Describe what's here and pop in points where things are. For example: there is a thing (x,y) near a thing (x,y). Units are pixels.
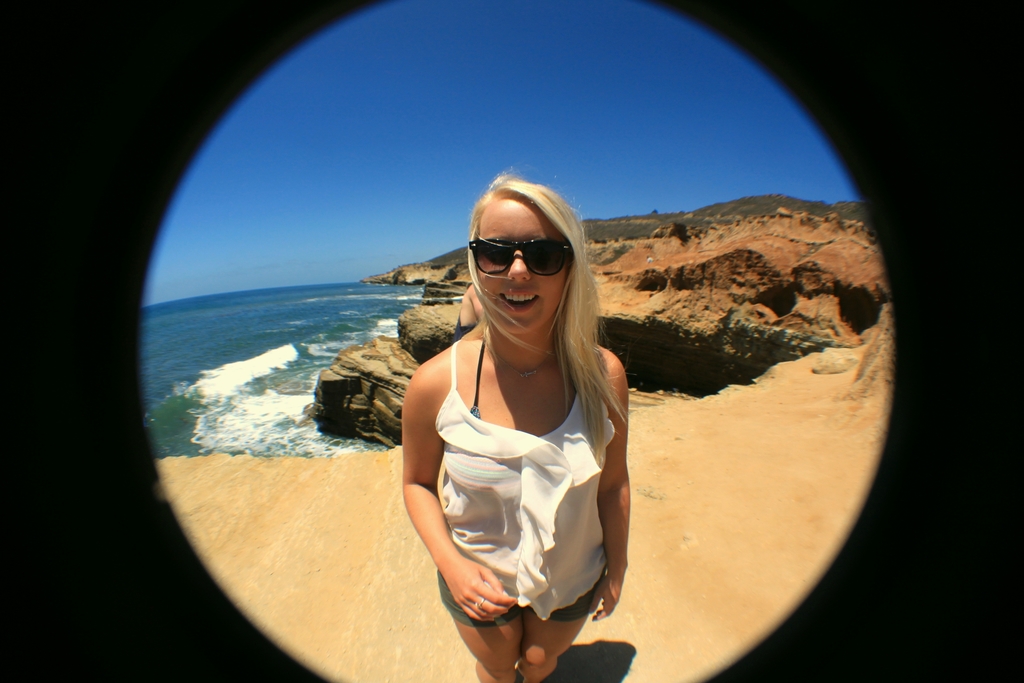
In this image there is a girl (445,413) standing on the sea shore (694,453) behind her there is a big rock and beach (725,482).
